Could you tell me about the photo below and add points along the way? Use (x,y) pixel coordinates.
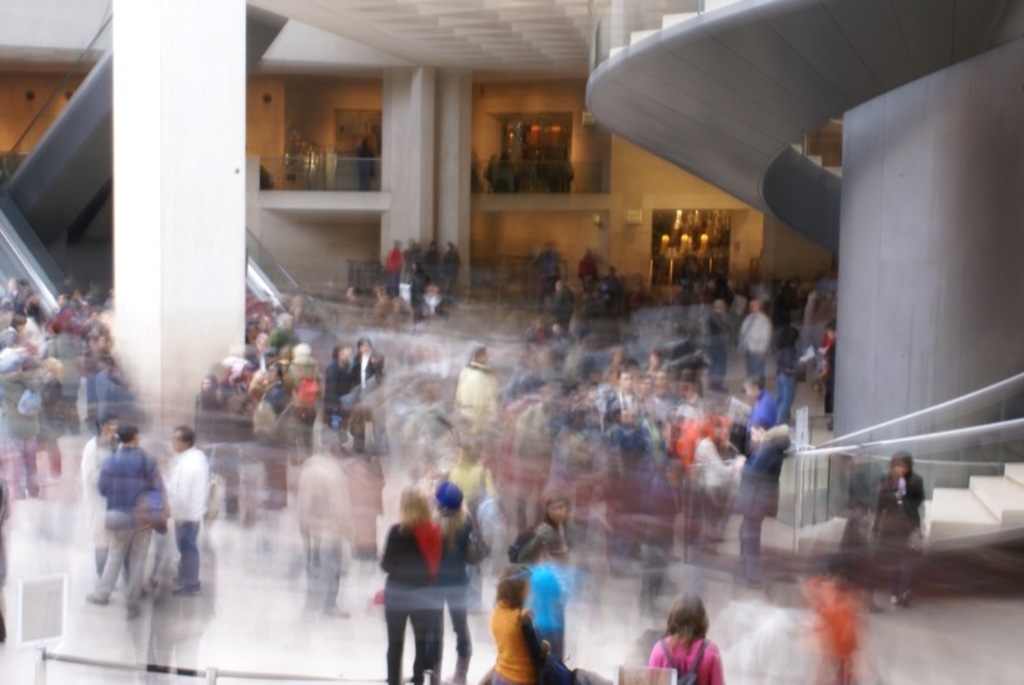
The picture is blurred. In the foreground of the picture (444,411) there are people (485,400). In the background (58,65) there is a building (530,67). On the right (848,494) there is staircase (998,493). On the left (13,223) there are escalators (270,274).
